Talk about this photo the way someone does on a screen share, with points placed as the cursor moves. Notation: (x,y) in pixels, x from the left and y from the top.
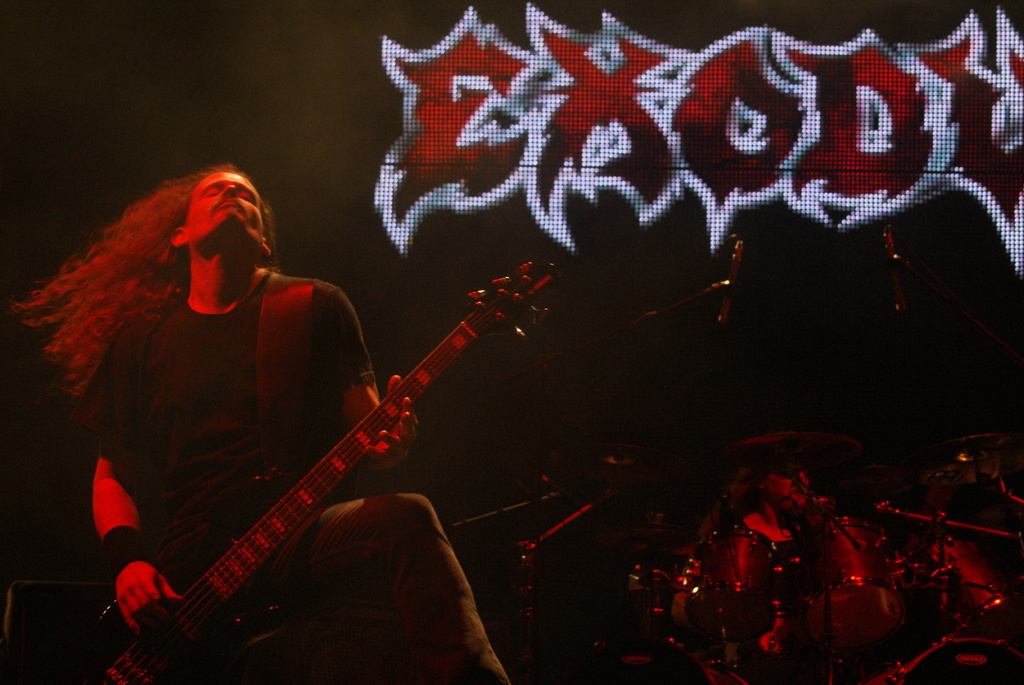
There is a man (206,304) standing in this picture and playing a guitar (297,490) in his hands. In the background (537,162), there is a screen (477,178).
